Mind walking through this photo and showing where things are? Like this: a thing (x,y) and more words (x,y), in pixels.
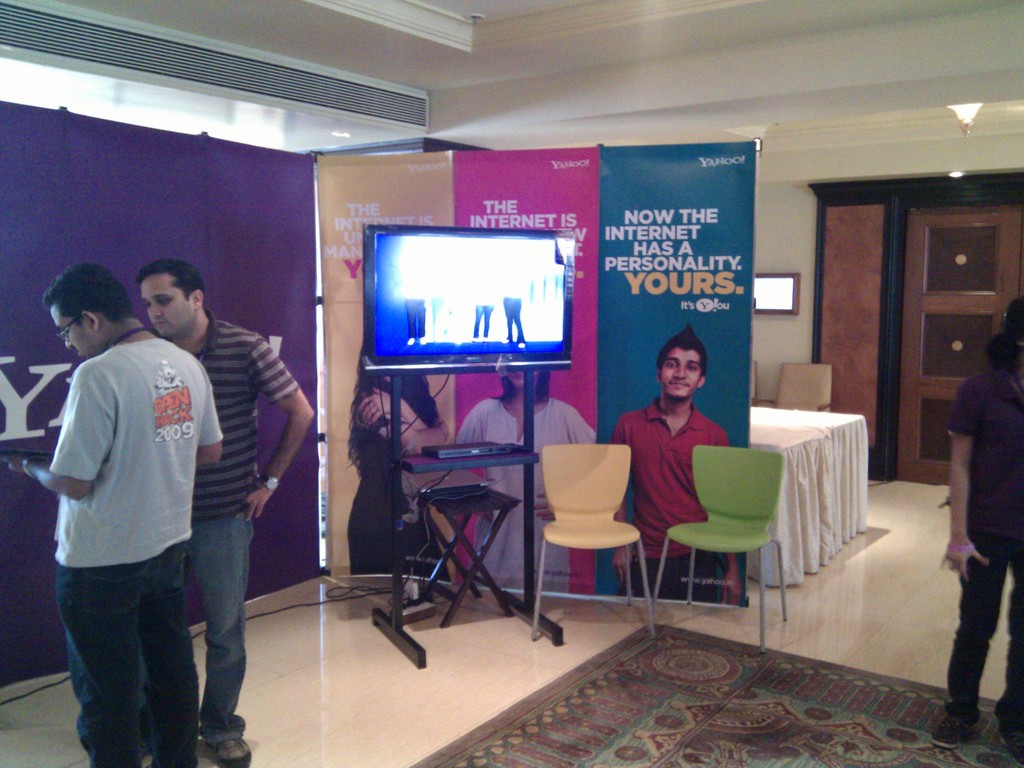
A picture inside of a room (817,156). We can able to see number of banners (380,209). In-front of this banner (363,326) there is a monitor (570,326). This persons (985,627) are standing. We can able to see chairs (737,510) and tables (801,425). Floor (422,686) with carpet (597,692). On this poster (355,372) there are persons (571,439).
